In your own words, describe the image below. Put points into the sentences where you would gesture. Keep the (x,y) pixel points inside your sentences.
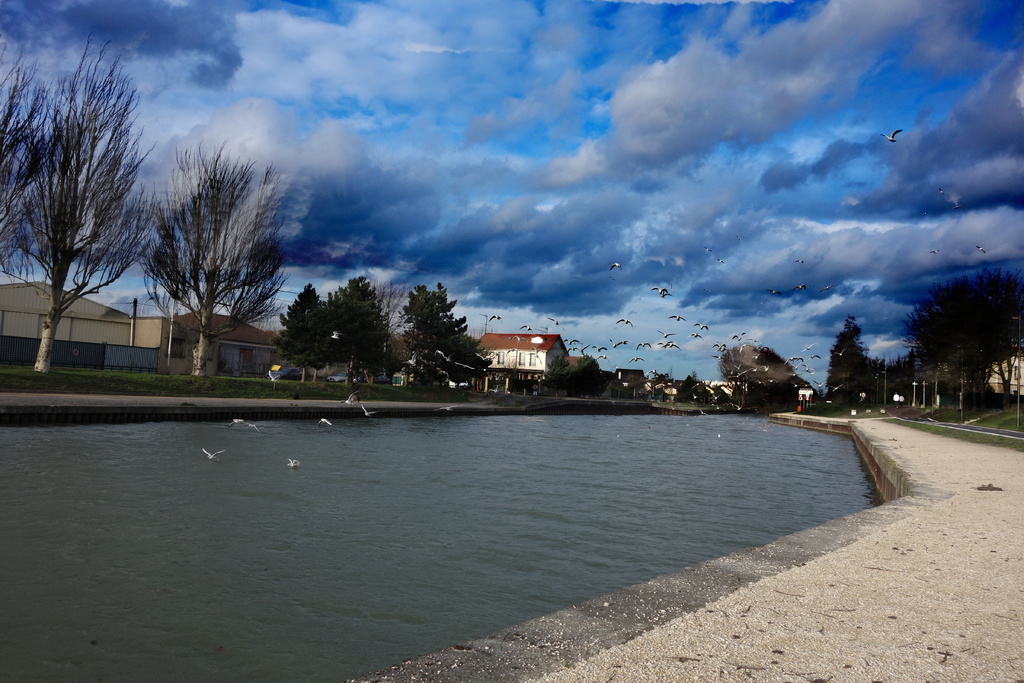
In this image I can see few buildings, trees (211,222), water (509,471), poles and few birds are flying. The sky (616,256) is in blue and white color.
